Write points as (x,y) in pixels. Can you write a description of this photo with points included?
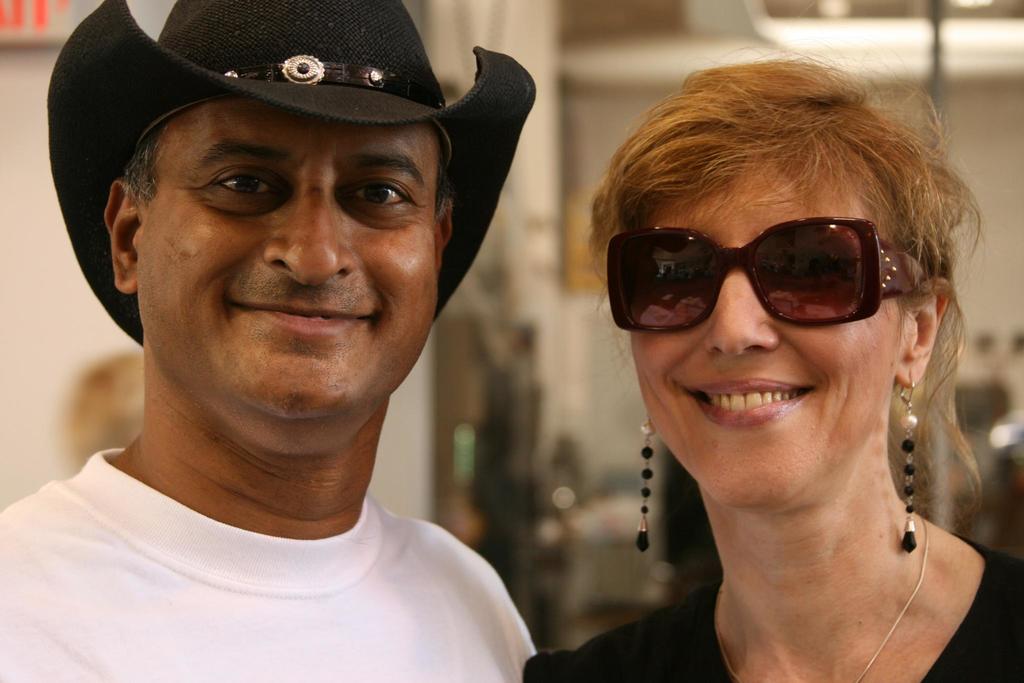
In this image we can see a man (200,300) wearing the hat (303,49) and also the woman (713,424) wearing the glasses (700,280) and smiling and the background (39,338) is blurred. We can also see the lights (969,4).
